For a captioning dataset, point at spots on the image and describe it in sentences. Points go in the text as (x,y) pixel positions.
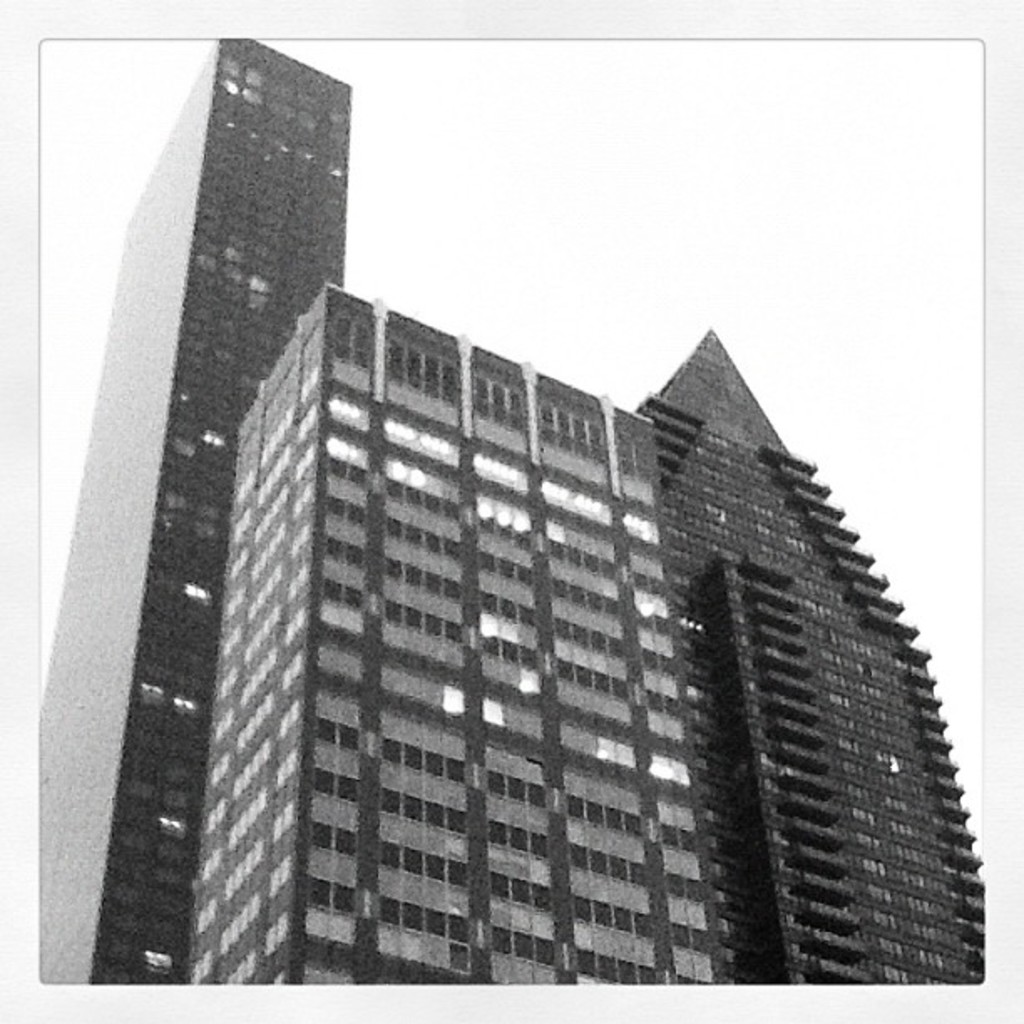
This is a black and white image. In this image we can see a group of buildings (663,625) and the sky (538,302).
